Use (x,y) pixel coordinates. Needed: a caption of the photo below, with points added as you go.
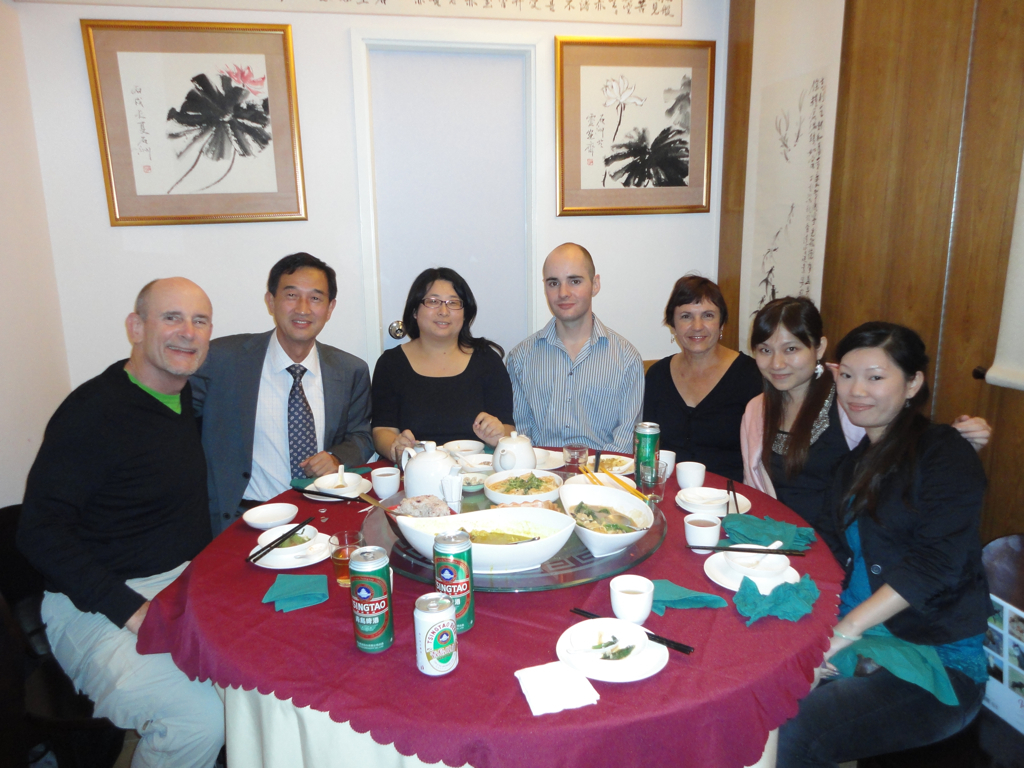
A group of people (595,348) are sitting together around the dining table (268,730) there are food items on this dining table (694,618) all of them are laughing behind them there are photographs (810,113) and wall (709,250).
